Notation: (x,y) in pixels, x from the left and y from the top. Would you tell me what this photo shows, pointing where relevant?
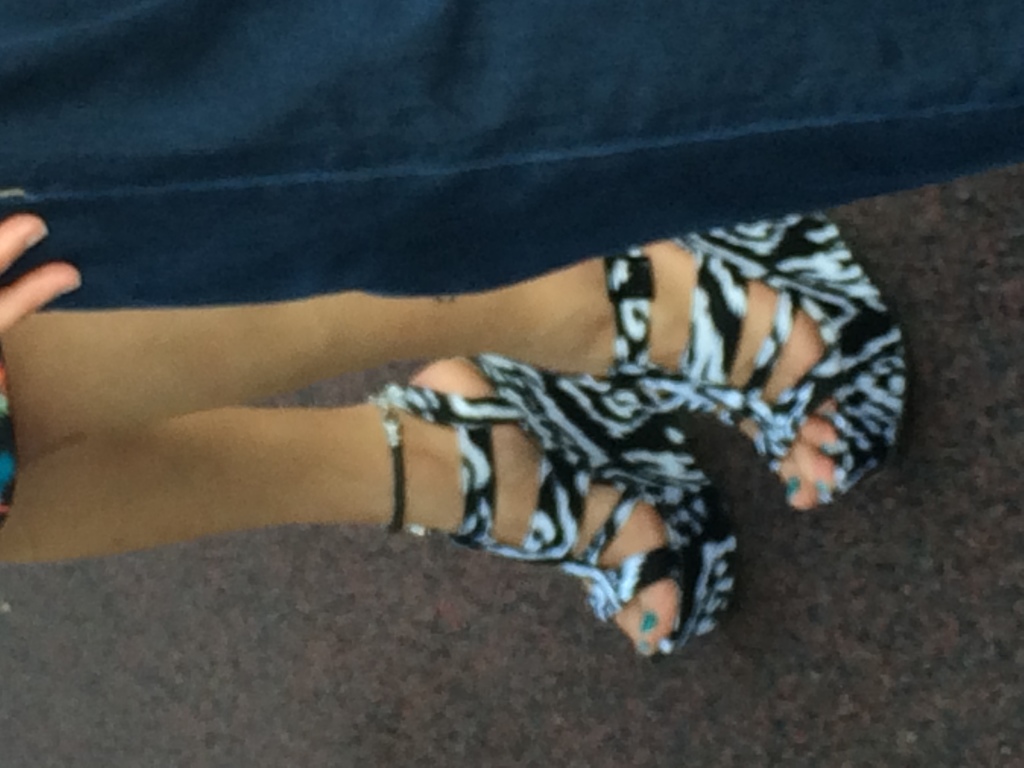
In this image we can see that there are legs (197,438) of a girl (537,456) who is wearing the heels (632,388). Beside her we can see that there is a pant (328,205).
